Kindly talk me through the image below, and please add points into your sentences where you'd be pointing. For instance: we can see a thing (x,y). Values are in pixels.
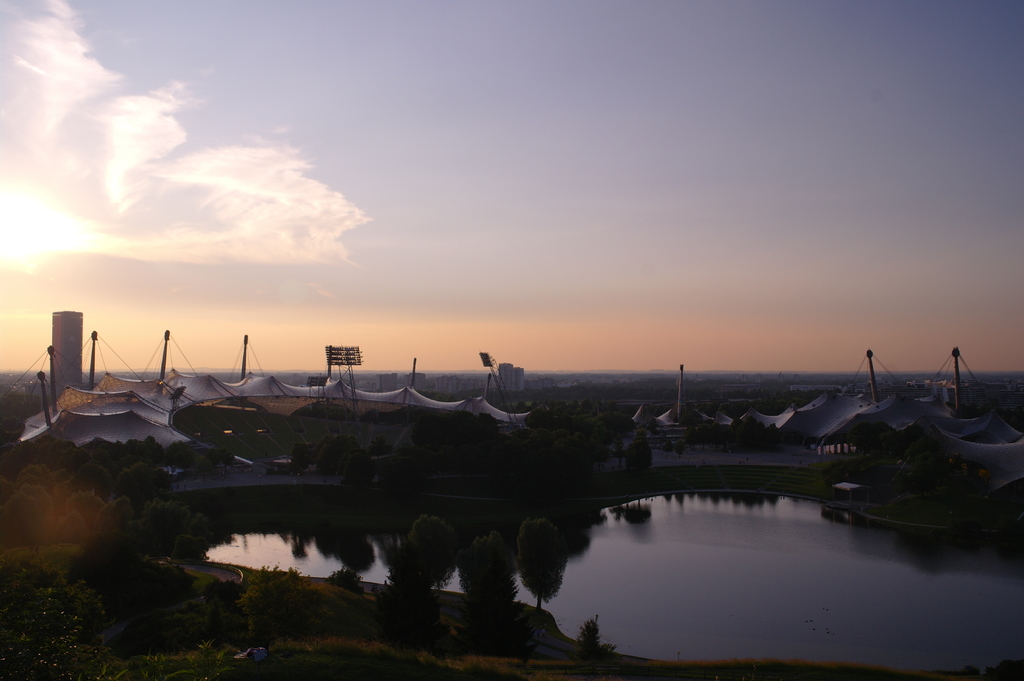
In this image in the center (586,453) there is one lake (722,535) and some trees (205,523) and also we could see some tents (496,411), poles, lights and in the background (396,377) there are some buildings (894,383). At the top of the image (434,151) there is sky (351,212).
